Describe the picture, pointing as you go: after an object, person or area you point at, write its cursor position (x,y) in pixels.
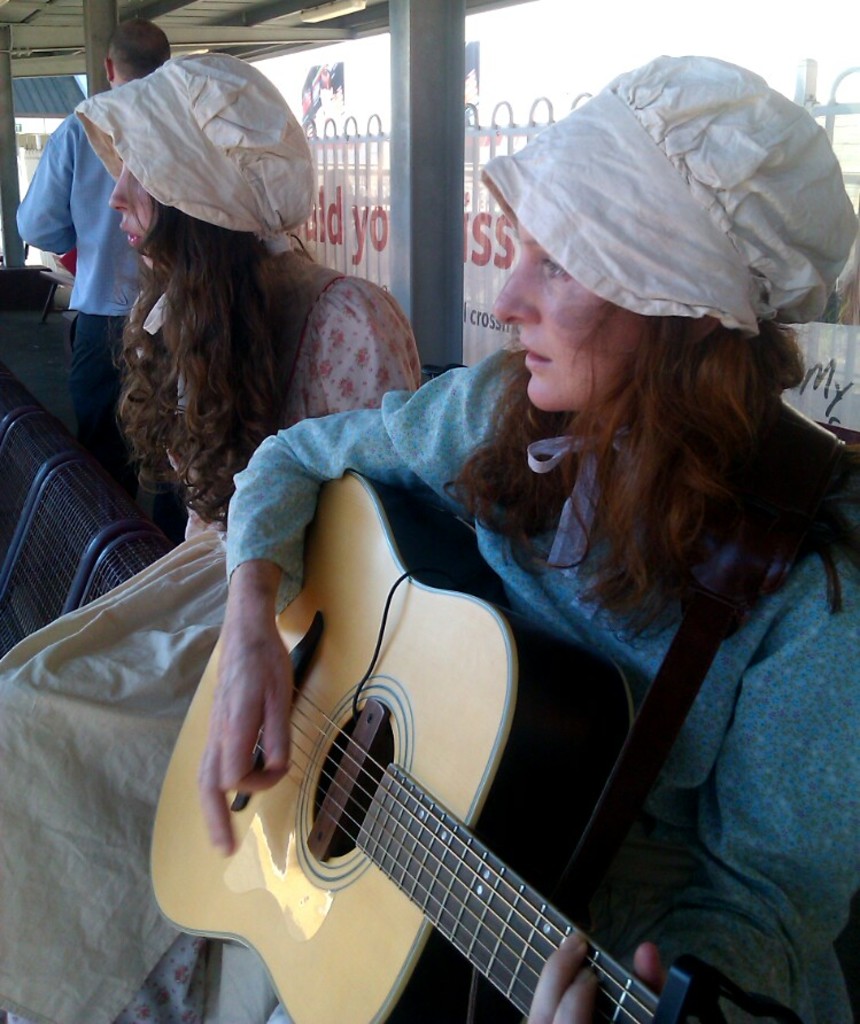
There are two women's (403,457) one playing guitar (408,973) and man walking on other side.
